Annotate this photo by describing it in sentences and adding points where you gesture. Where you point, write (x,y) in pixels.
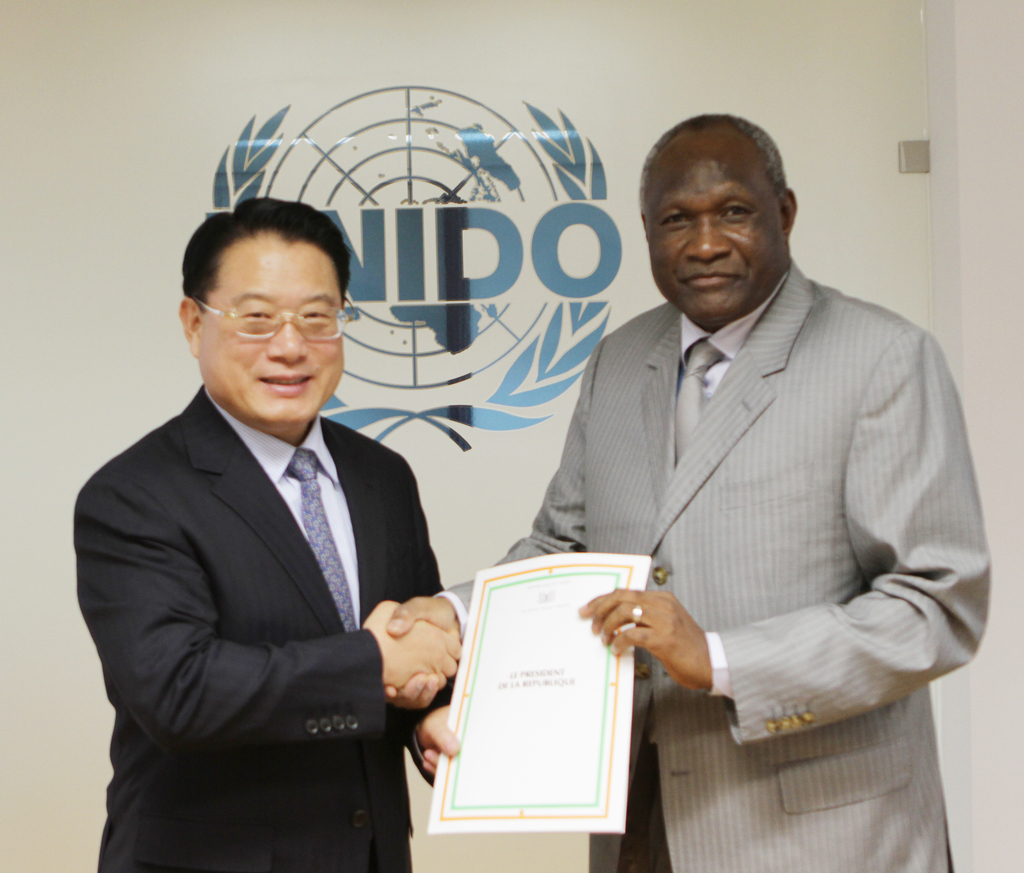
This is the picture of a room (372,415). In this image there are two persons (378,475) standing and smiling and holding the paper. At the back (500,104) there is a logo (509,151) on the board (284,3), there is a board (813,101) on the wall (1015,89).
